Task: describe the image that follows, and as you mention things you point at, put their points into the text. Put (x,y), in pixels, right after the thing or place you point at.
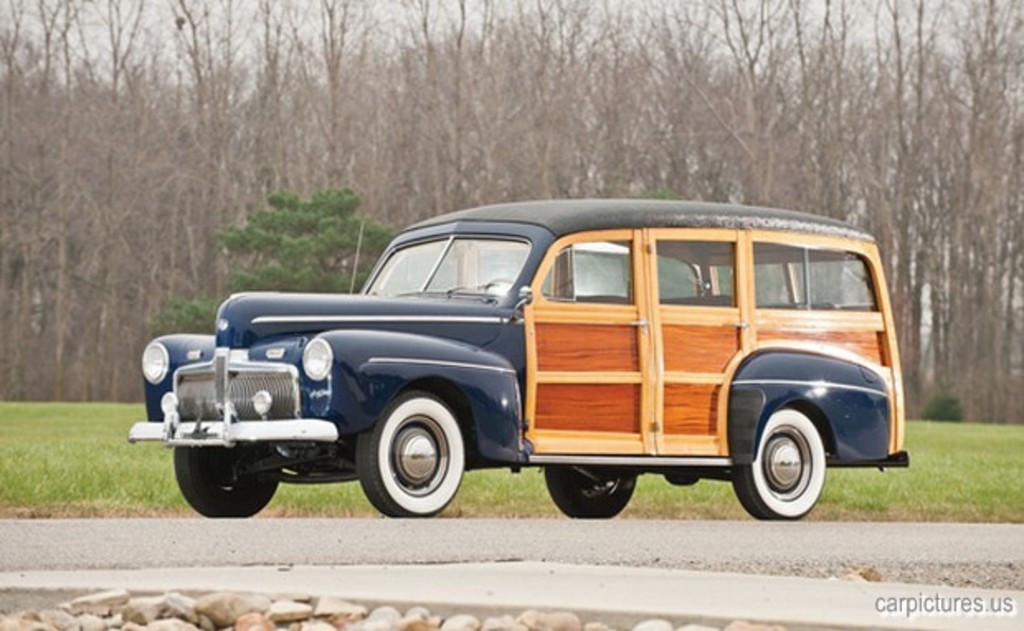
In the image we can see there is car (487,400) parked on the road (506,526) and the ground (62,435) is covered with grass (960,440). Behind there are trees (354,221).
